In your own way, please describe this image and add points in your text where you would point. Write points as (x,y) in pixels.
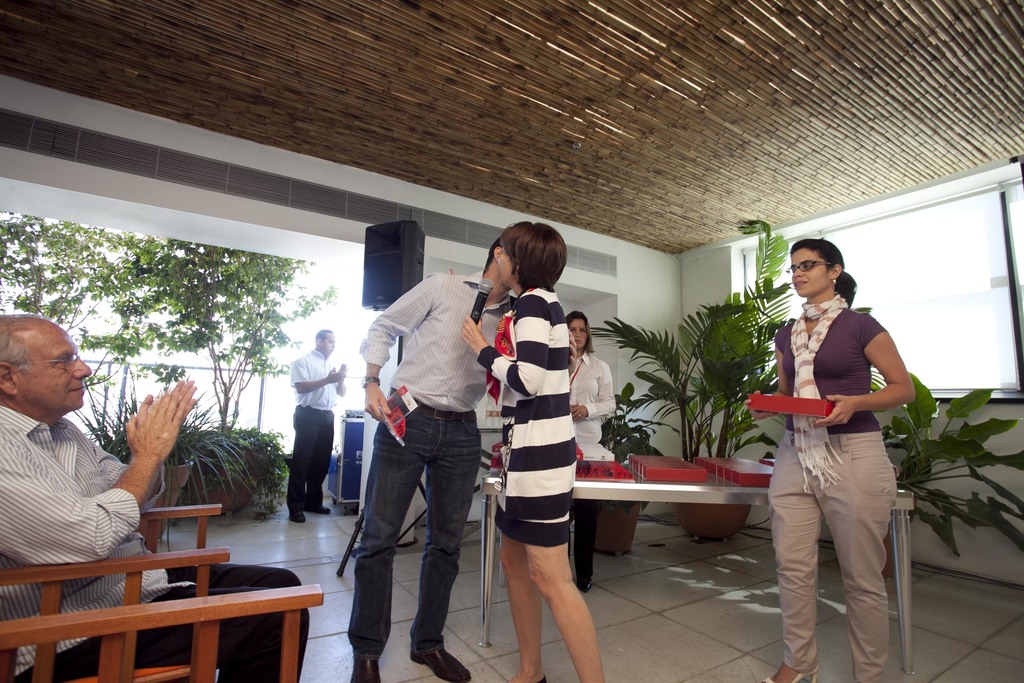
In the left bottom of the image (256,635), a person (219,641) sitting on the chair (117,622) and clapping. In the middle (548,366), there are two persons (548,353) standing. One person (518,384) is holding a mike (483,298) in her hand (472,340) and another person (446,433) is holding some object (398,414). In the right bottom (873,531), there is a woman (840,296) standing and holding a tray (770,404). Back to that there is a woman (575,408) standing behind the table (641,495). In the middle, there is one person (300,474) standing and clapping. And in the left (295,296) trees (184,264) are visible and a sky (344,301) is visible white in color. A roof top (599,12) is made up of bamboo sticks (602,102) and a walls (649,289) are white in color. This image is taken in the house (682,537).
